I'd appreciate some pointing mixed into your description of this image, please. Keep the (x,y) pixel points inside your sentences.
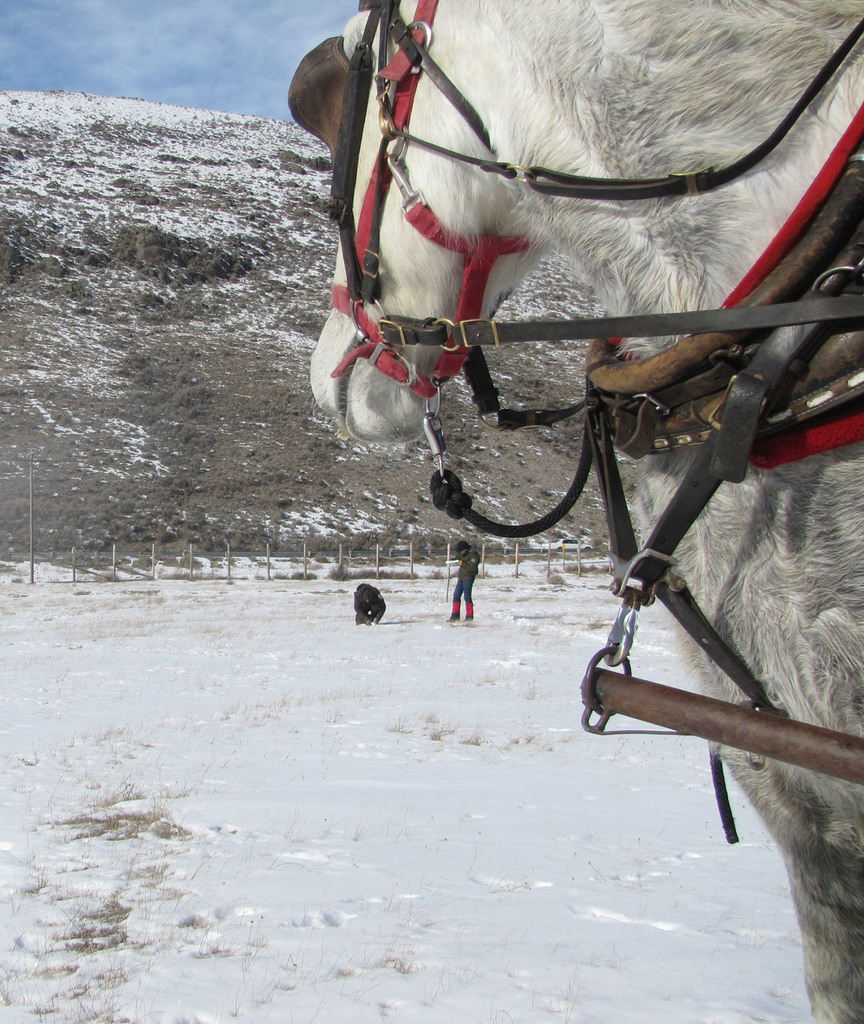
In the foreground of this image (492,398), on the right (773,497), there is a white horse (634,244) and belts (567,196) attached to it. In the background (336,748), on the snow (282,609) there are two persons (360,603), a fencing (193,564), pole (31,563) and a slope ground (196,393), sky (149,51) and the cloud (139,58).
